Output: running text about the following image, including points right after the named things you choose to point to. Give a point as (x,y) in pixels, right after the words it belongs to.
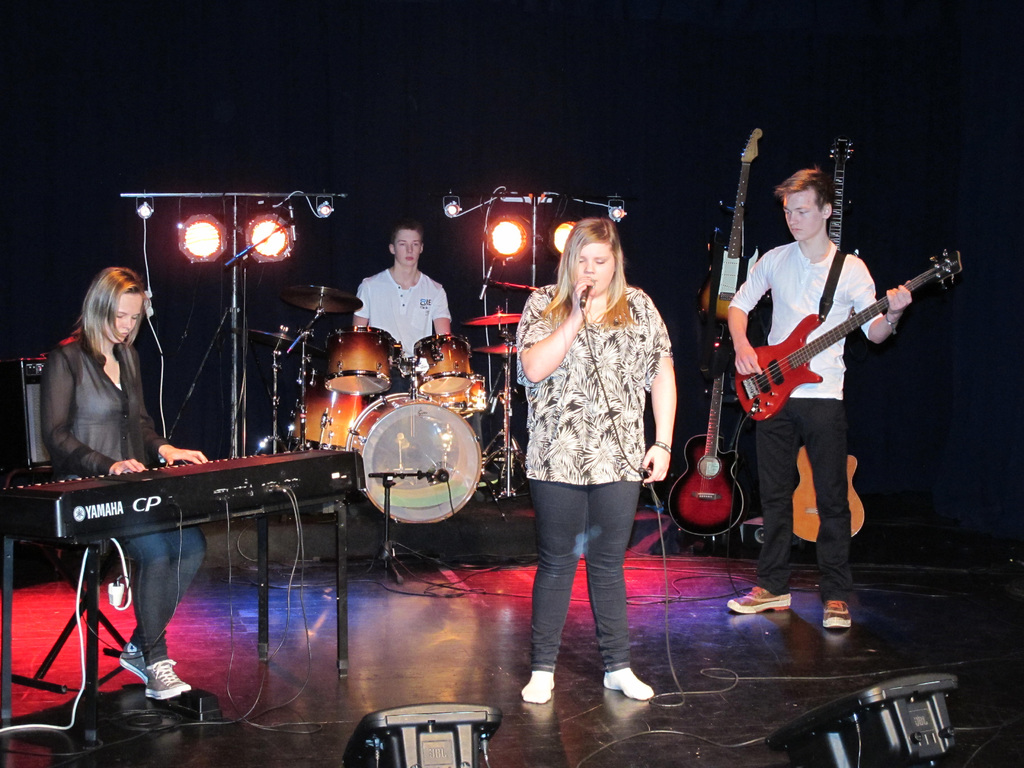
In this image, There are some people (837,318) standing and holding the music instruments (843,329) and in the left side (252,481) there is a piano (315,484) which is in black color and in the background (350,418) there is a man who is playing the music drums (352,368).
